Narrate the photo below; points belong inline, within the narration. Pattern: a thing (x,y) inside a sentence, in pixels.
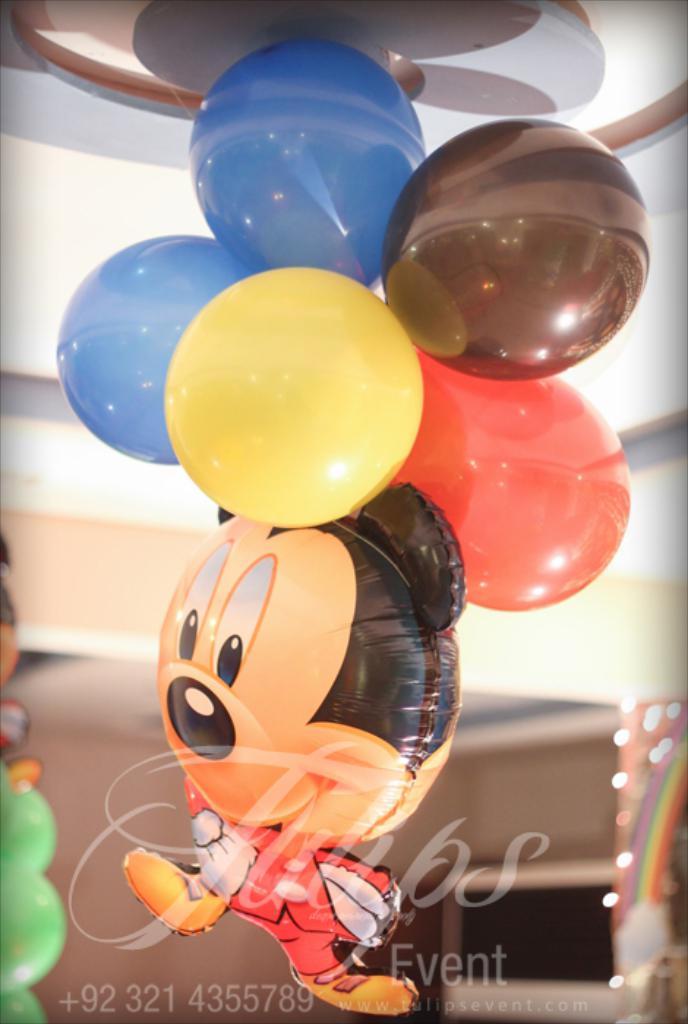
In this image I can see some balloons (436,710) stick to the rooftop (426,47) at the bottom of the image (505,1003) I can see some text (354,870).
